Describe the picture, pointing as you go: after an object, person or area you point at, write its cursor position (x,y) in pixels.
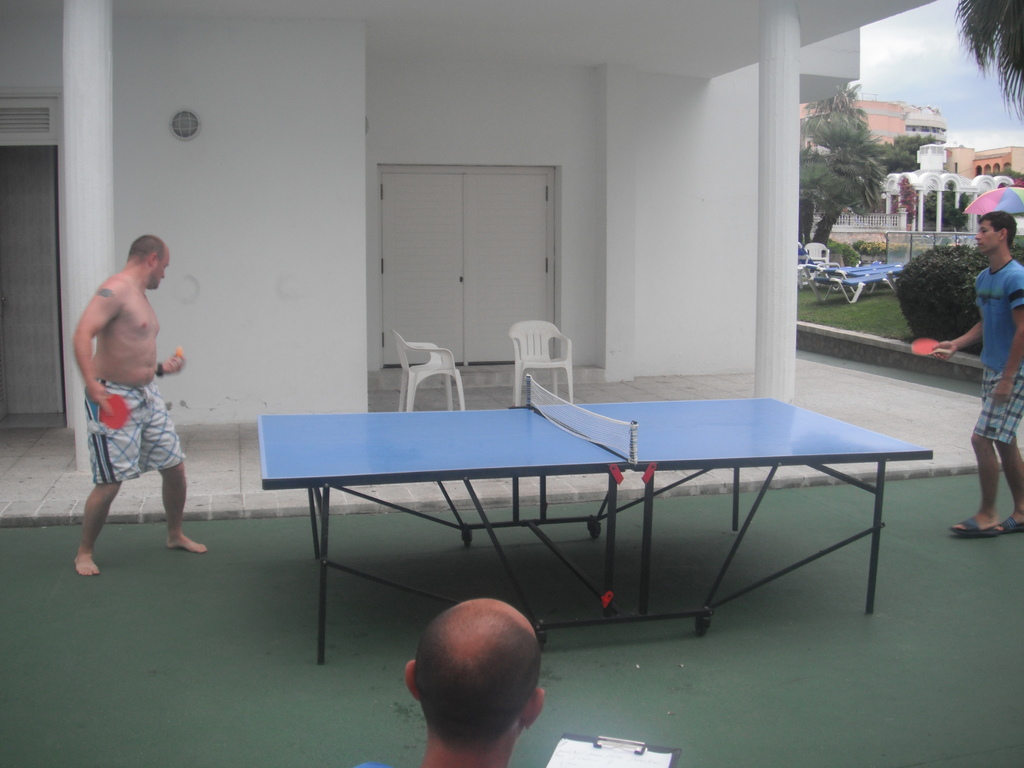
This picture describes about group of people (1012,475), and few people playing table tennis, in the background (193,291) we can see few chairs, buildings (646,291), trees (855,214) and clouds (924,69), and also we can see a man (481,686) is holding a note pad (608,742) at the bottom of the image (453,687).
